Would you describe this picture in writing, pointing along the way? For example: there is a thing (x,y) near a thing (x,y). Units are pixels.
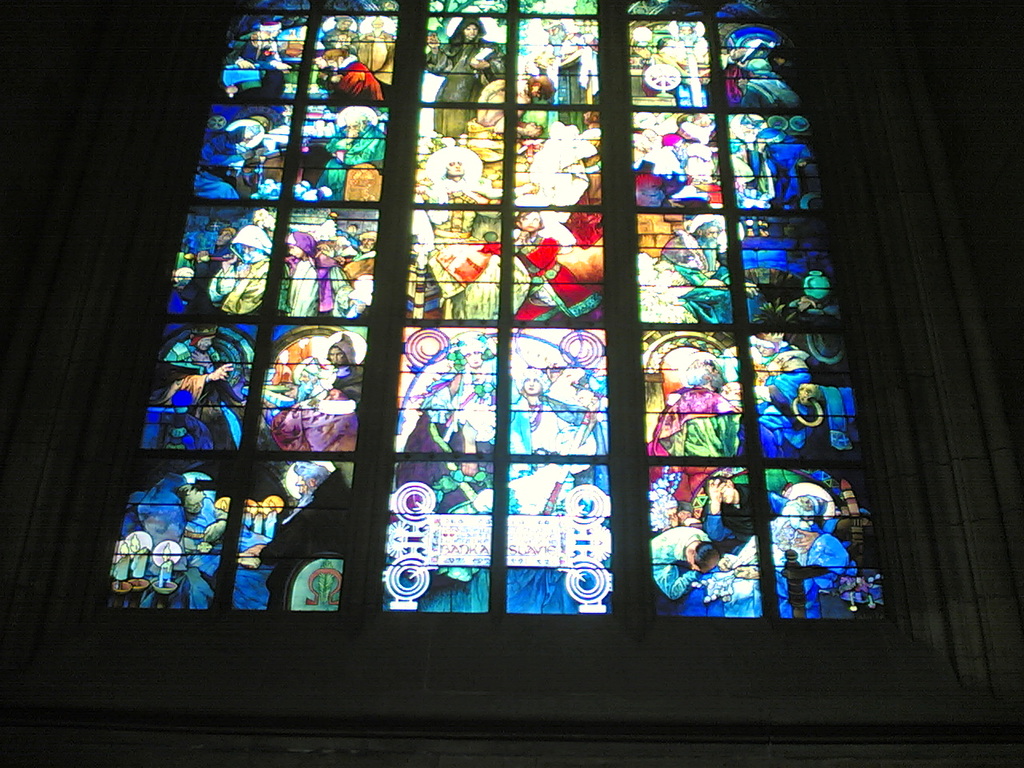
In this image we can see a wall (865,193) and on the wall (47,264) we can see a glass (765,299). On the glass (287,120) we can see the images (596,448) of a group of persons (327,522).
